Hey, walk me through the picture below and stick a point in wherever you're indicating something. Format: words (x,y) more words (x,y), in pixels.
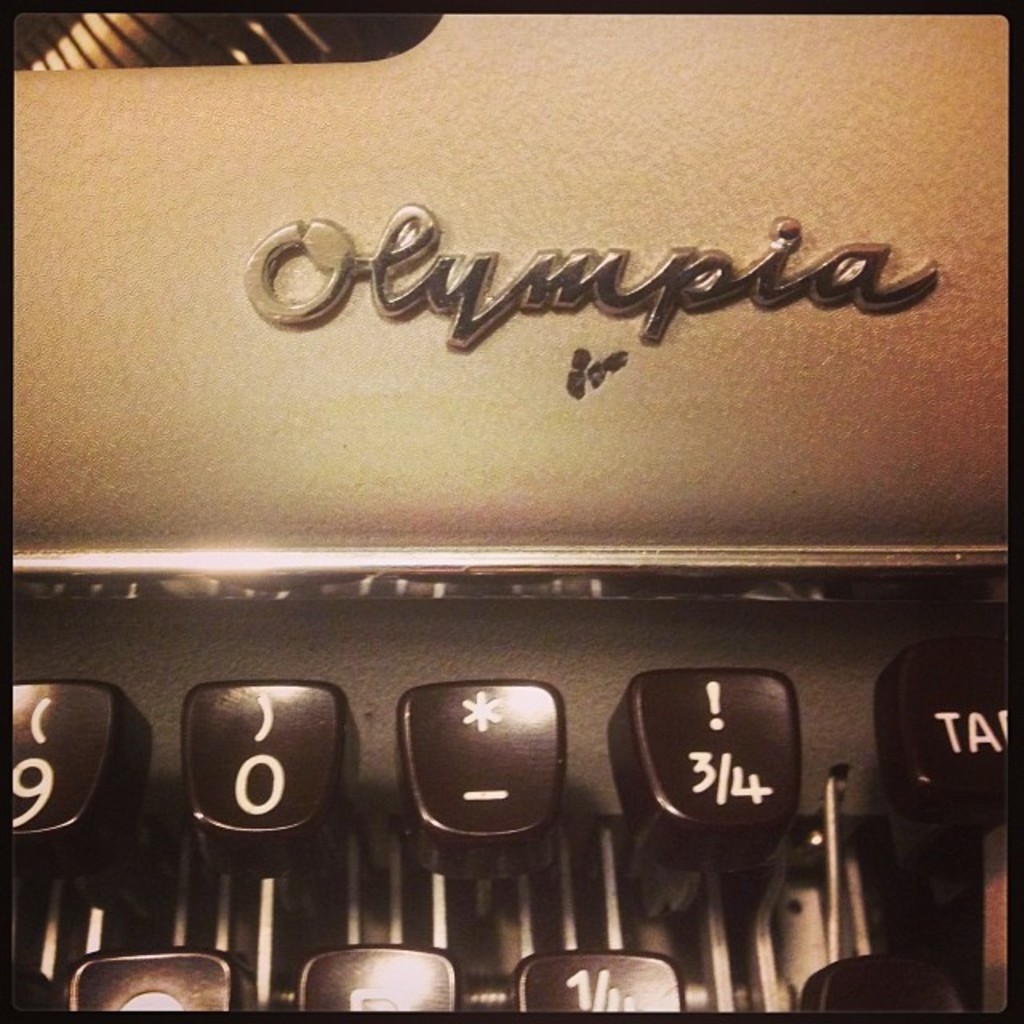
In this image we can see a typewriter (454,403).
